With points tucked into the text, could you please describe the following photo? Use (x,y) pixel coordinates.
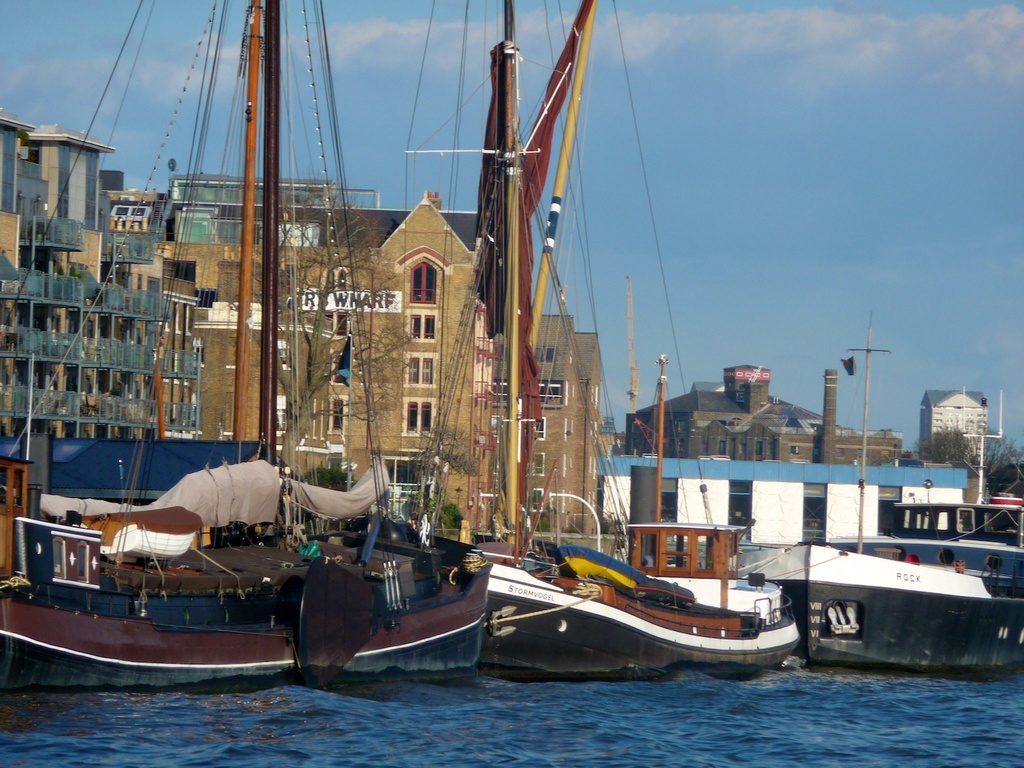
In this image I can see the water (443,734) and few boats (436,630) which are white, brown and black in color on the surface of the water (336,709). In the background (428,412) I can see few buildings (417,398), few trees (332,355) and the sky (735,141).
